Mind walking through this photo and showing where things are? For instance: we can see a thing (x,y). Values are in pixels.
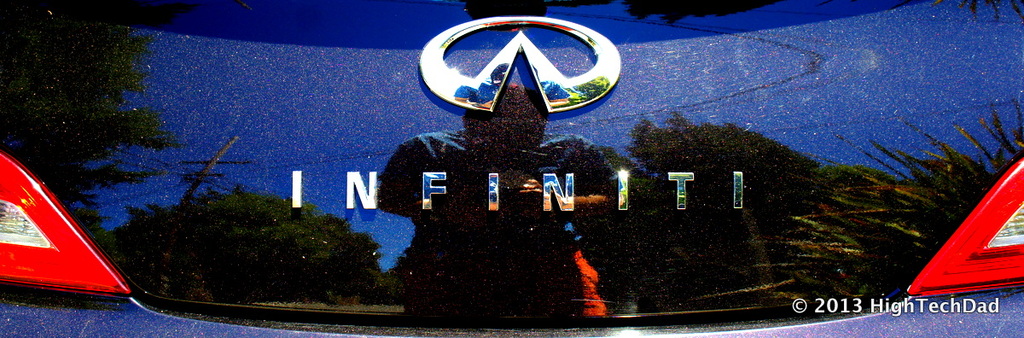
In the picture there is a logo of the car (385,135) is visible.
